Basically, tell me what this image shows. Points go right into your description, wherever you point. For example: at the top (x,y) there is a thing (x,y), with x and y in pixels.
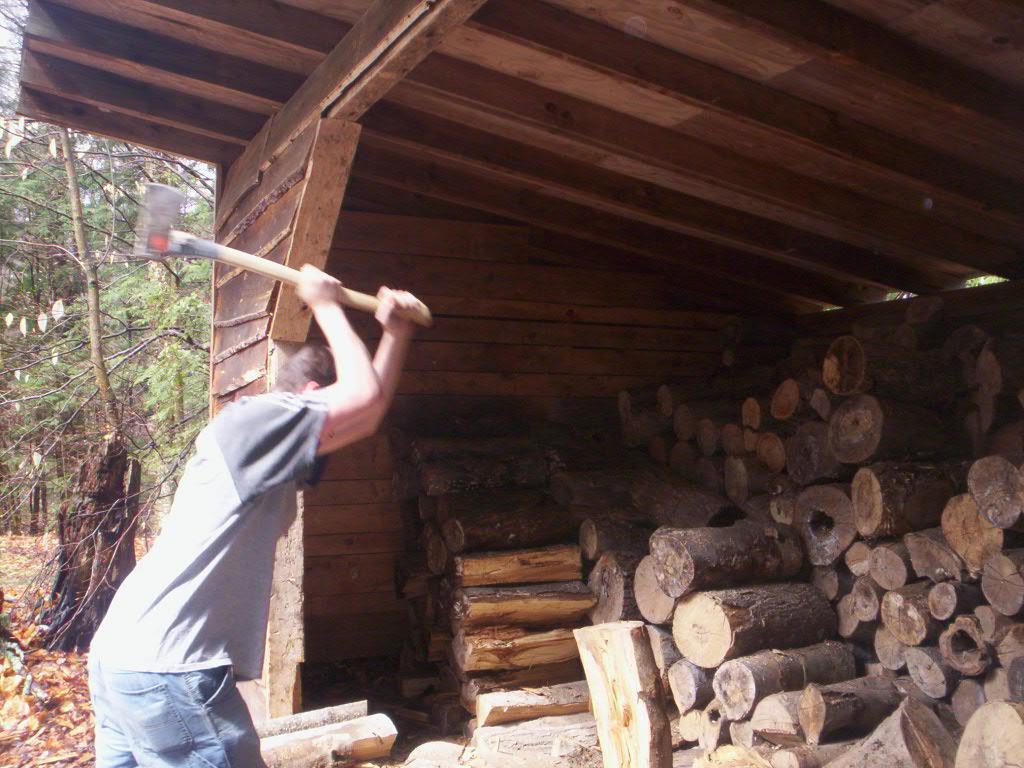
In the picture we can see a man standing and holding an ax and hitting a wood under the wooden shed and in the background (59,663) we can see trees (58,544) and dried leaves (38,686) to the path (41,544).
